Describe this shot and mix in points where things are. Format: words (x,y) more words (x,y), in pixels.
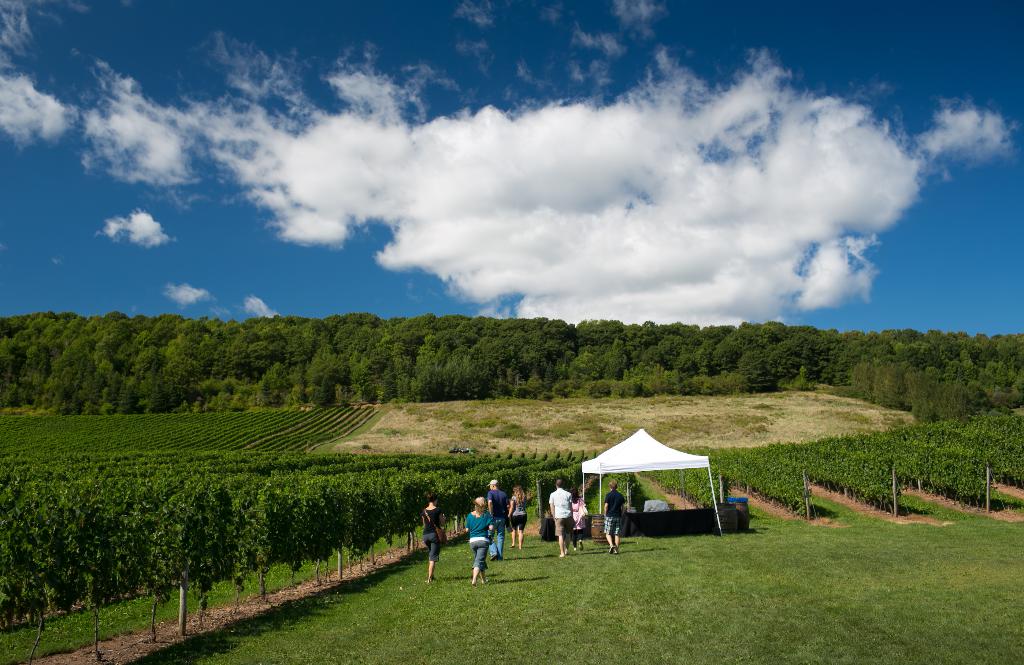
In the picture I can see a group of people (562,549) are walking on the ground (513,571). In the background (517,462) I can see trees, plants (484,455), a white color tent (664,463), grass (512,433), the sky (723,149) and some other objects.
